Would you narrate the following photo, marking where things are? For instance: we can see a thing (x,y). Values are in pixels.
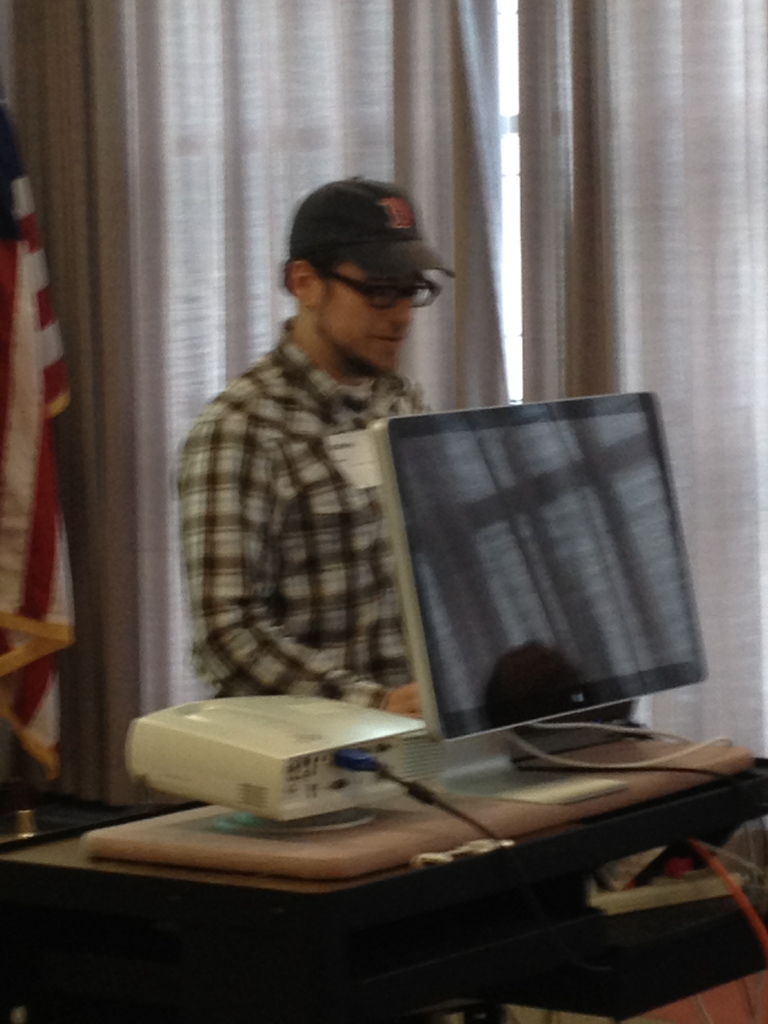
In a picture we can see a man (217,524) standing is wearing a cap (388,229) and a spectacle (356,285). In front of his there is a system (519,555) and behind him is a flag (50,434) of a country.
